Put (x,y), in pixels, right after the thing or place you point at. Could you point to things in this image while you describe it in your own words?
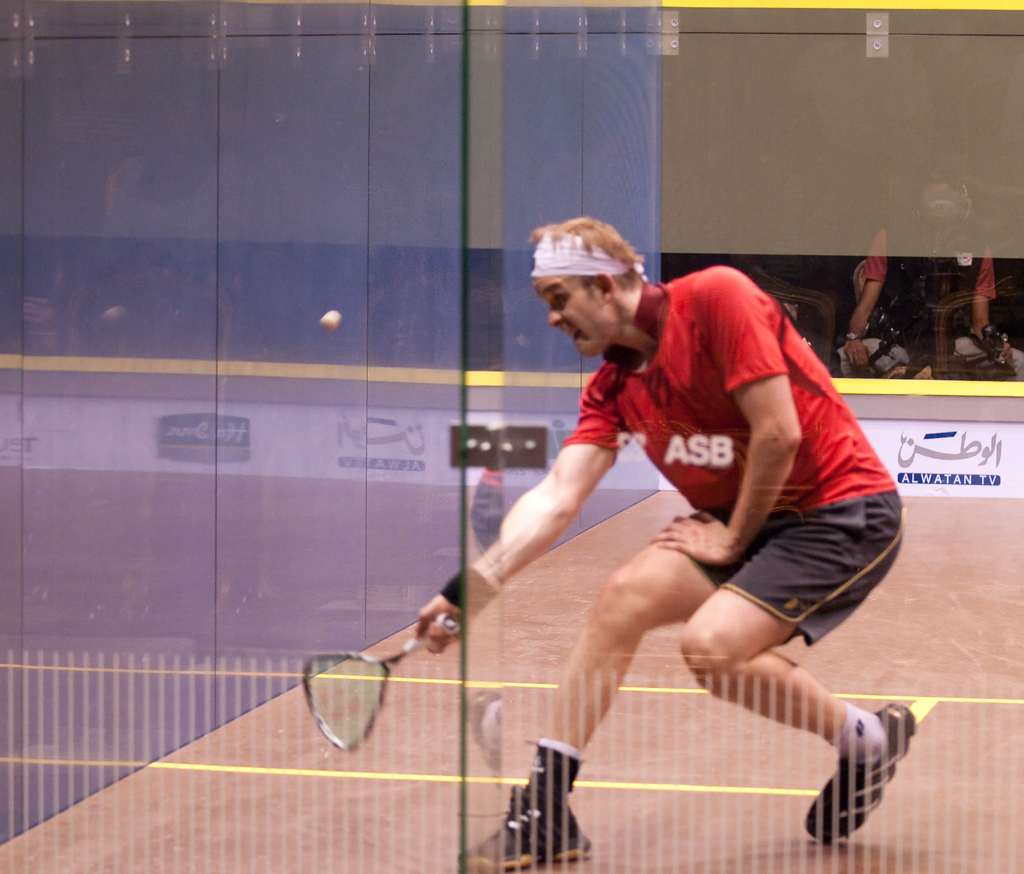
In the center of the image (606,435) we can see a man (634,279) standing and holding a racket (354,678) in his hand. There is a ball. In the background (857,362) we can see a person (860,345) sitting and there is a wall (823,158). We can see a glass (437,134).
